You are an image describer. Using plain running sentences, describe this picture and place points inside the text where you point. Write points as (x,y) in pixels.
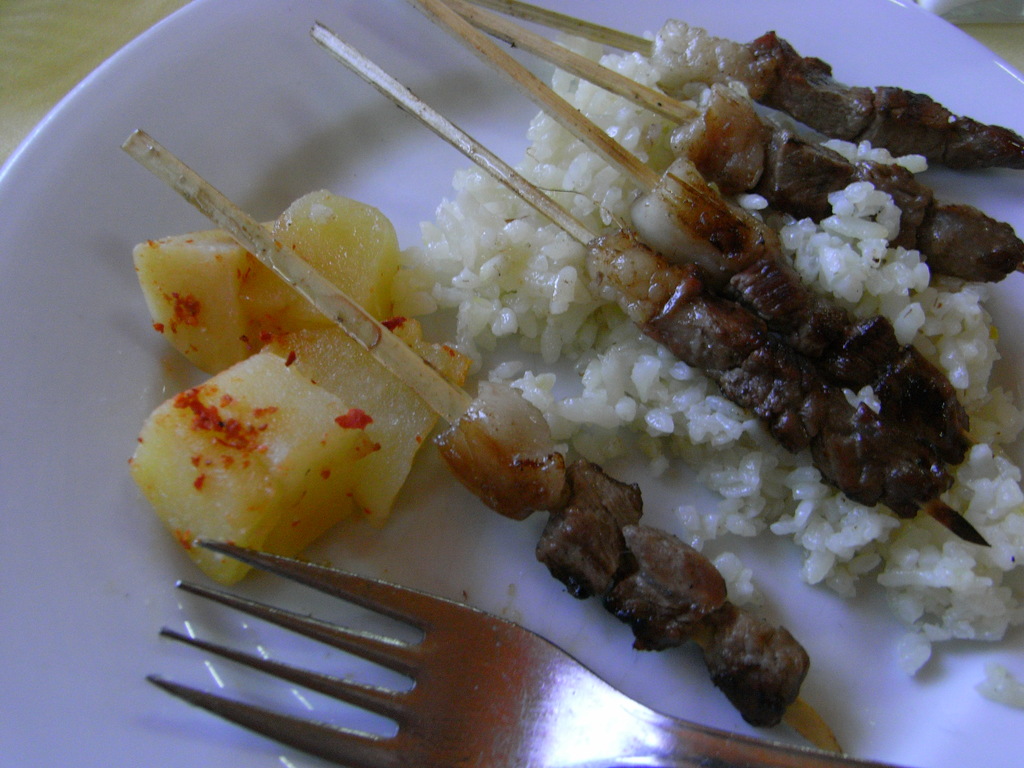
This image consists of food (553,344) in a plate (79,606). And we can see the rice (631,389), meat (846,130) and a fork (542,671).
